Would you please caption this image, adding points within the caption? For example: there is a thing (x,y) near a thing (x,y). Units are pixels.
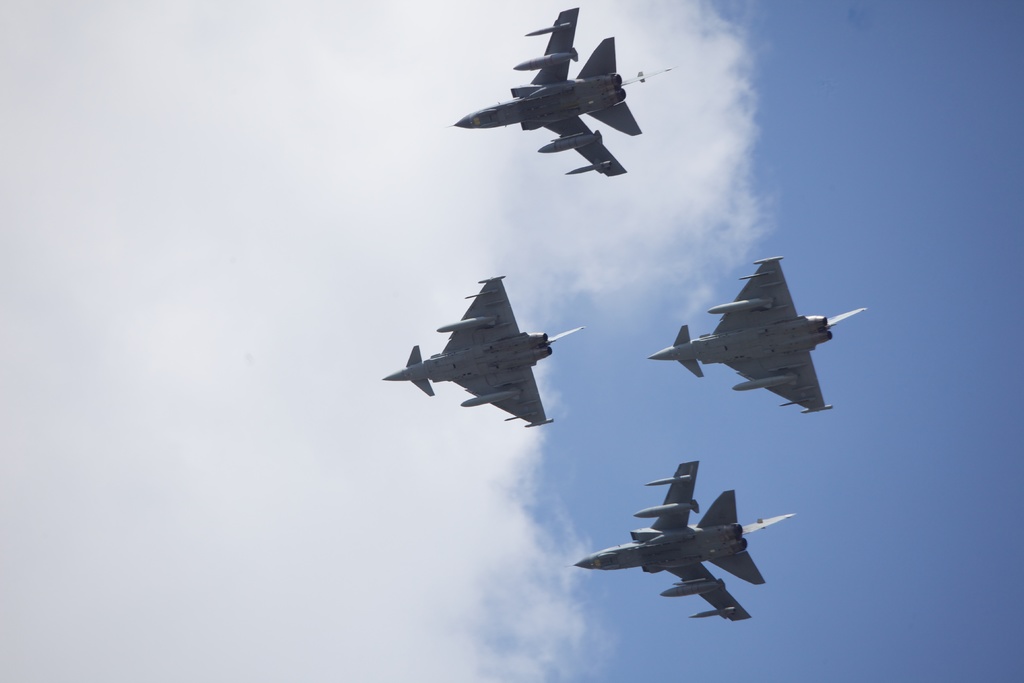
In this image we can see airplanes (770,333) flying in the sky (803,155).
